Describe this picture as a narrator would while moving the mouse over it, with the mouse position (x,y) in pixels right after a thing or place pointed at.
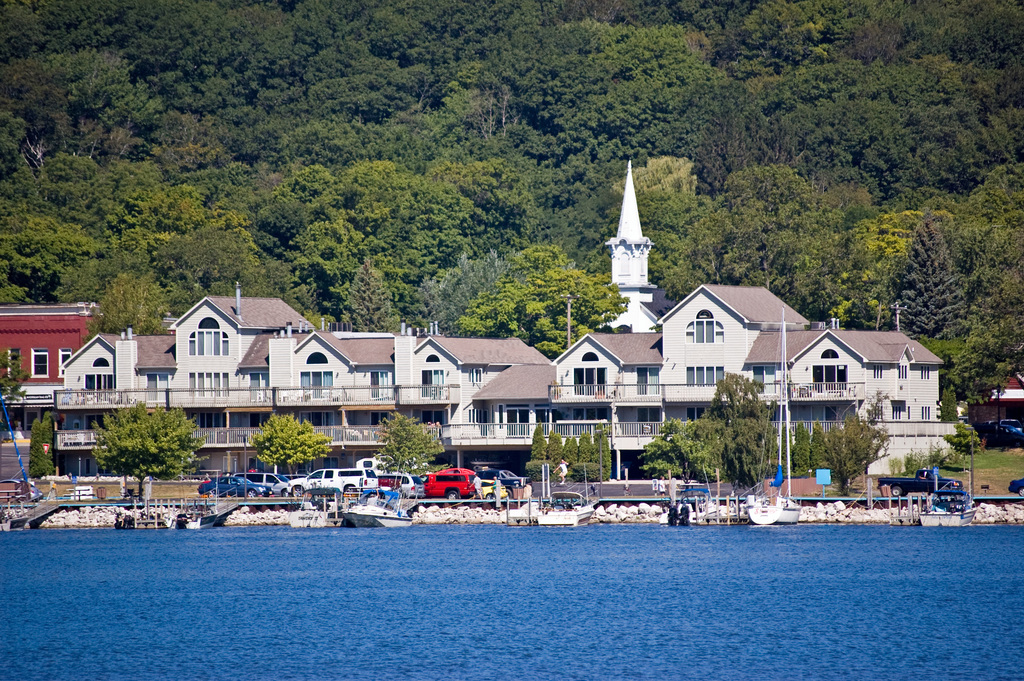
In this image we can see buildings (155,347), grills (239,401), poles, motor vehicles (234,494), ships (759,518) at the dock (245,502), rocks (236,519), water (455,530) and trees (363,178).
